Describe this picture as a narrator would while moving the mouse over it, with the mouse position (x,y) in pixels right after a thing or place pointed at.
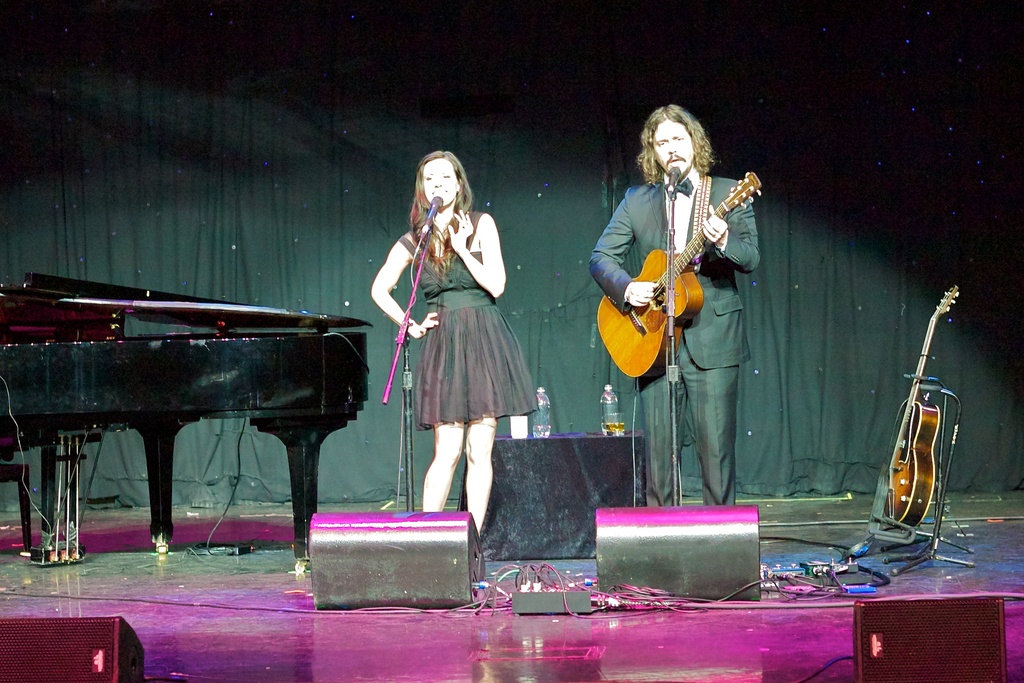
A lady (501,334) wearing a black dress (476,297) is singing. In front of her a mic (432,204) and stand (409,312). A person (659,214) holding guitar (661,283), playing and singing in front of a mic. There is a table (575,432). On the table (562,434) there are bottles (540,420). There are speakers (460,525). There is a piano (205,369), a guitar (927,443), wires (493,586) on the stage (500,564). In the background (343,223) there is a curtain (343,239).
